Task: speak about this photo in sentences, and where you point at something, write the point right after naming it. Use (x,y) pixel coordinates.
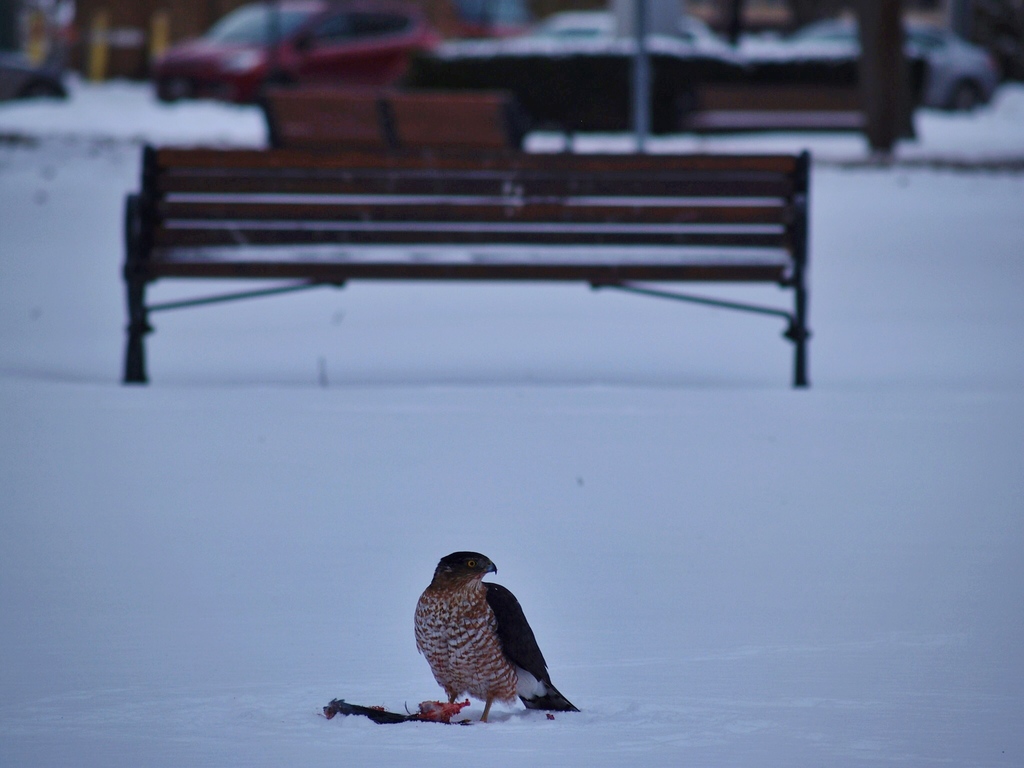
In this image i can see a bird (483,678) on the snow (659,651) at the back ground (527,214) i can see a bench (555,187), a pole (638,99) and a car (262,56).
